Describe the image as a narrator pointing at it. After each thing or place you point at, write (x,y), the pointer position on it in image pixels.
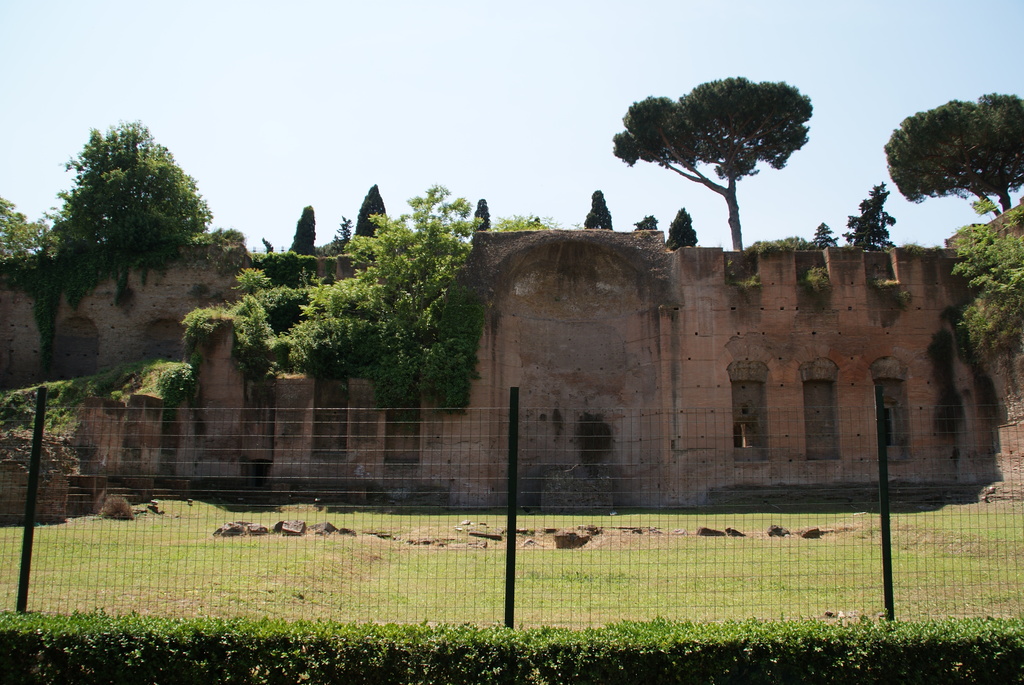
In this picture I can see there is a fence (873,618), there are few plants (884,636), grass (646,563), a wall (239,395) and trees (317,294) in the backdrop (195,400) and the sky (431,142) is clear.
